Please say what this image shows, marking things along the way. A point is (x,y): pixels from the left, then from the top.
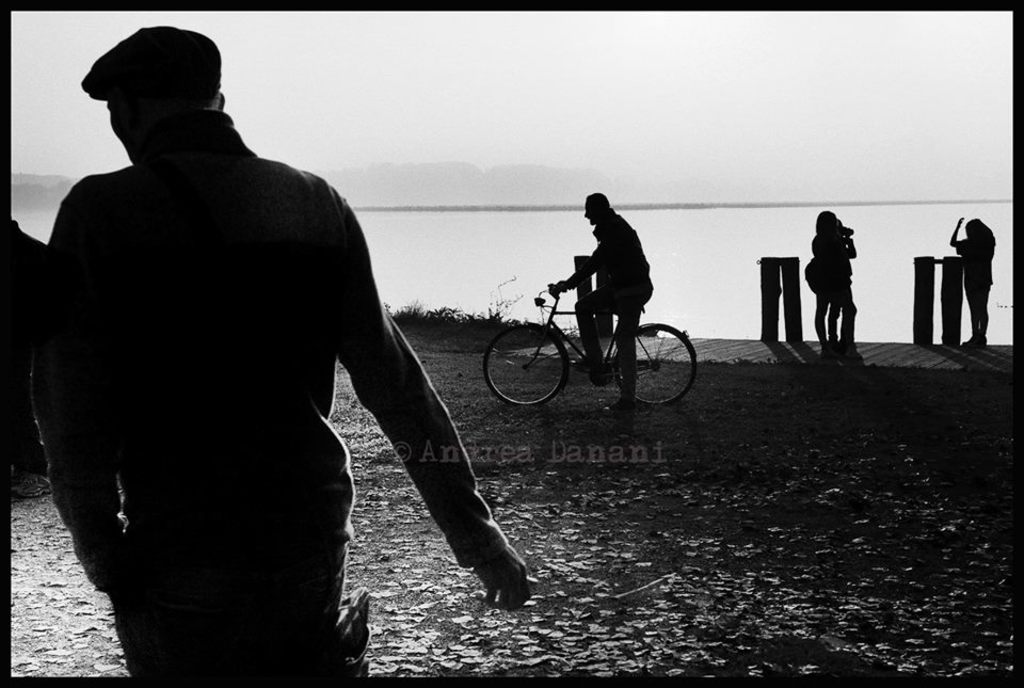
On the left (237,450) there is a man (201,466). In the middle (593,321) a person (604,311) is on the bicycle (572,344). On the right (833,241) there are three people (848,291). In the background (557,237) we can see water (493,276) and sky (476,132).
